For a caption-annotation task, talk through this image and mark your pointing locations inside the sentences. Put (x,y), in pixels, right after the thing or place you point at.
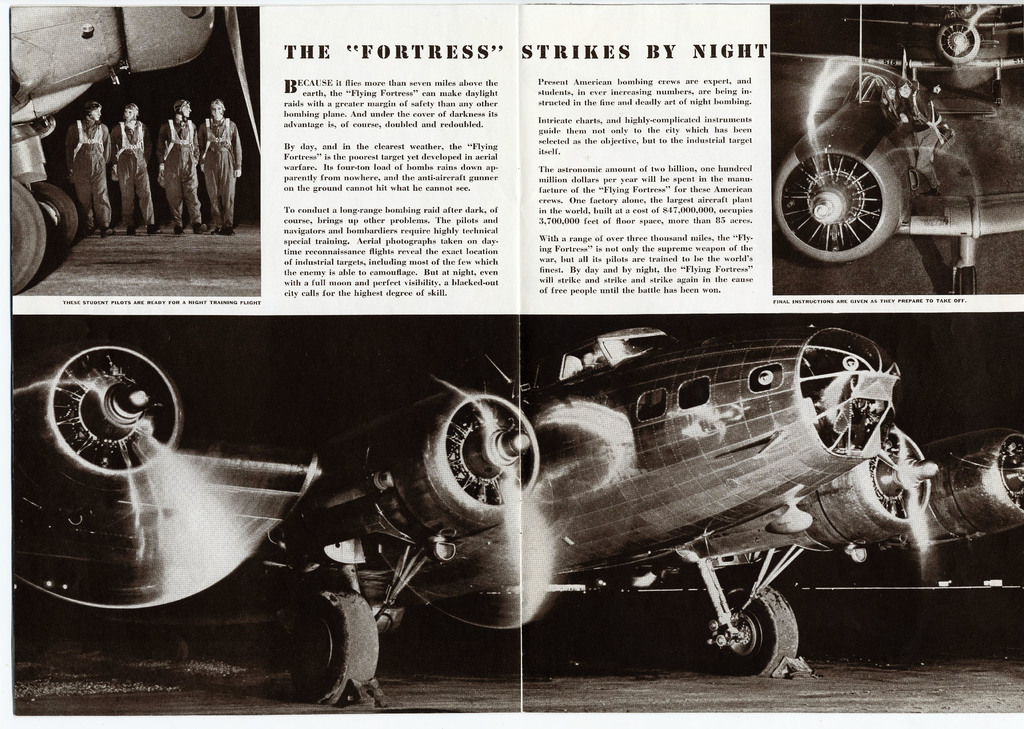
In this image there is a magazine page (590,407) with pictures (487,475) of airplane (534,440) and the few people (129,135) beside it and there is some text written on it.
